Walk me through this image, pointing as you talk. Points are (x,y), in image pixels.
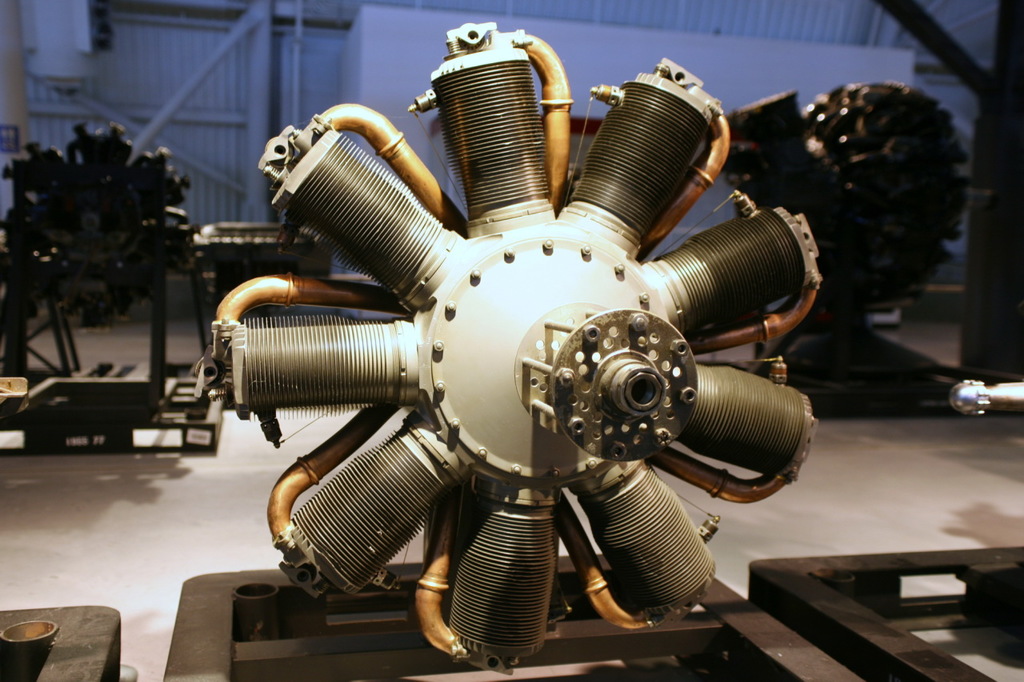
In this image we can see the engines (322,462) on the stands (296,593) which are placed on the floor (264,479). On the backside (266,95) we can see some metal poles (254,90) and a shed (305,83).
